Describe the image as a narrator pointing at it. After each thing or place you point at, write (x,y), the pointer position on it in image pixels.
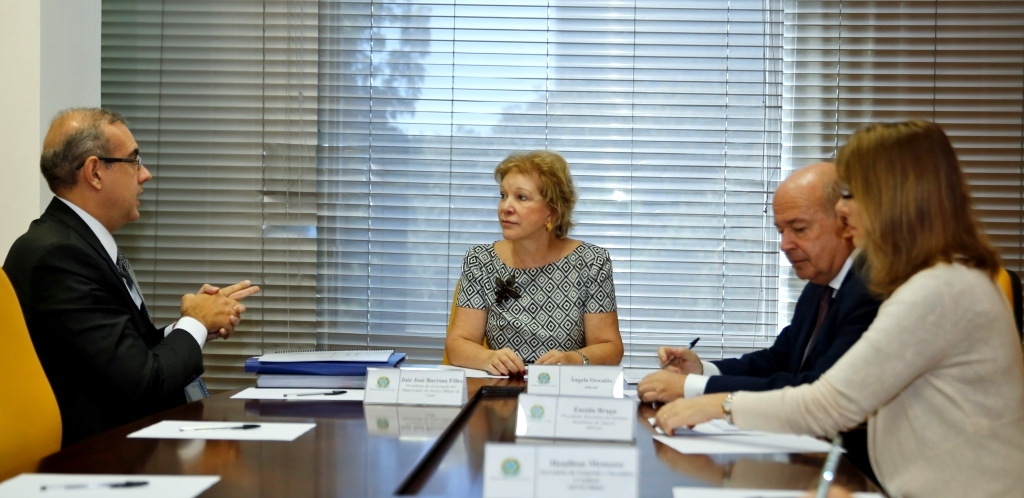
In this picture we can see four persons (492,300) here man (91,138) talking to the woman (527,212) and here both carrying paper (698,439) in their hand (673,431) and here on table (244,465) we can see name boards (556,422), files (310,377), papers (284,399), pen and in background (470,43) we can see window (532,125) with curtains (353,103).
